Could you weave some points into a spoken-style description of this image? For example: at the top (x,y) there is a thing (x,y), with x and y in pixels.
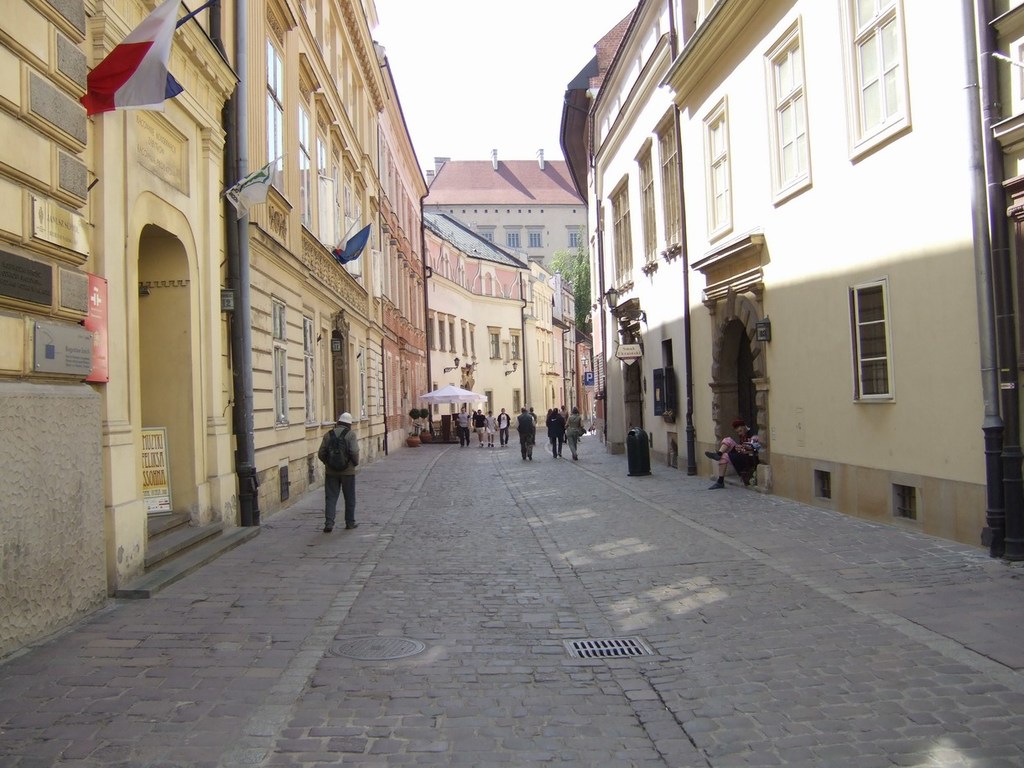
There is a path (402,557) in the foreground (518,500), there are people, buildings (655,327) and poles (426,270) on both the sides and there are posters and flags (149,85) on the left side (251,174), it seems like a stall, buildings (504,210) and sky (462,102) in the background area (465,194).
